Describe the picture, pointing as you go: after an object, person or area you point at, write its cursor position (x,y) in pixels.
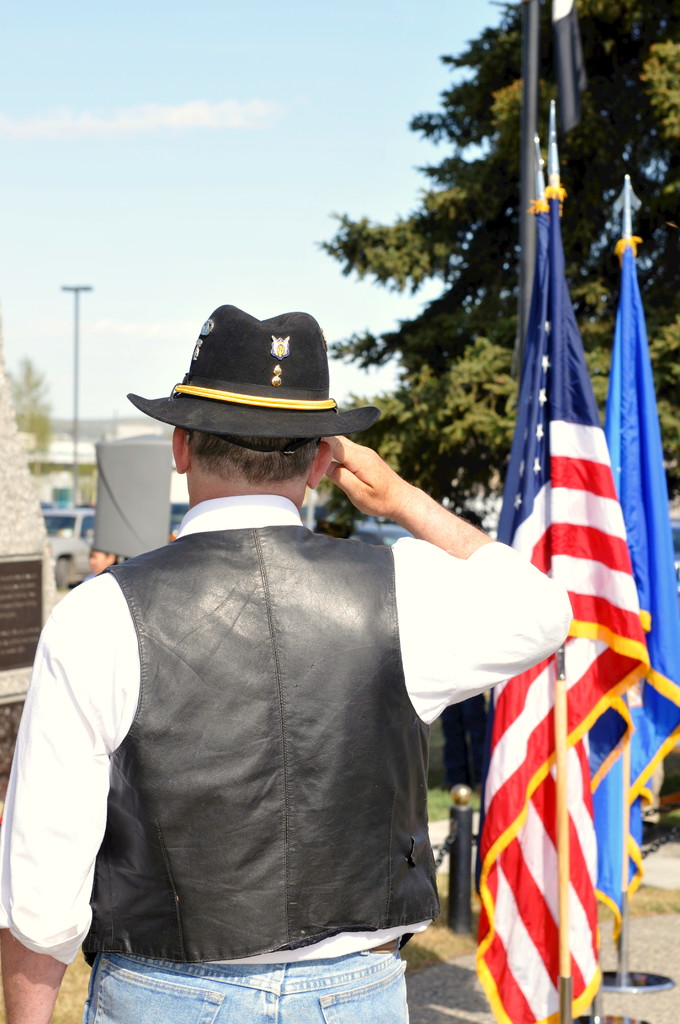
In the foreground (413,705) we can see flags (510,708), cornerstone (5,587), grass (437,938) and a person (319,432). In the middle (443,399) there are trees (675,373), cars (83,557), person (106,566), pole (75,485) and other objects (81,438). At the top (190,175) there is sky (247,125).
